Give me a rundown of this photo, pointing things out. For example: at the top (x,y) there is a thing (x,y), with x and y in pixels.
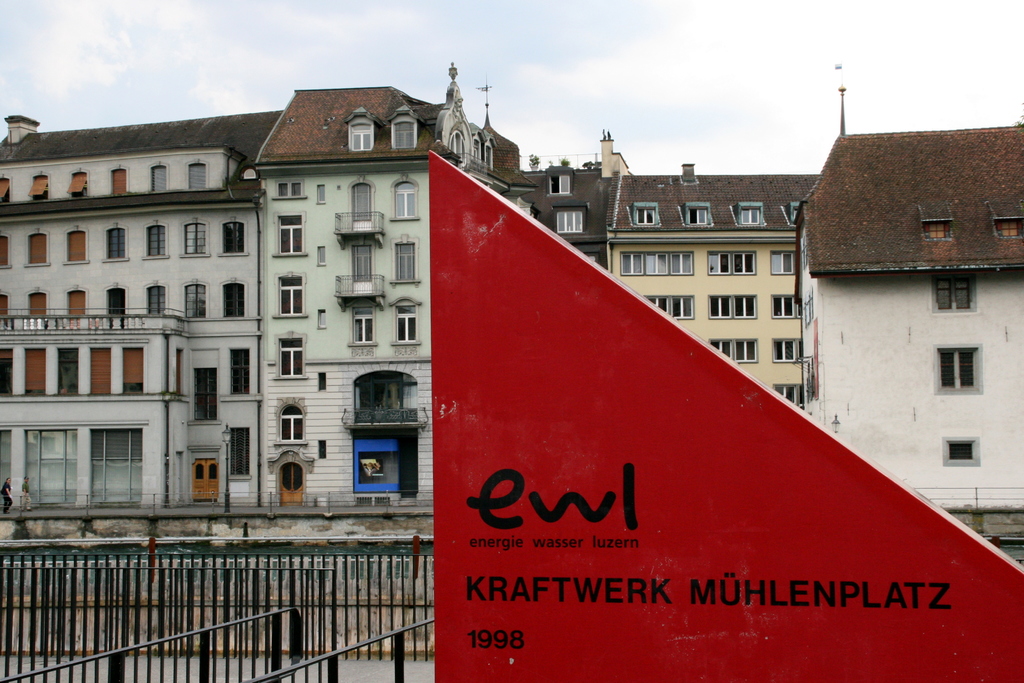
In this image we can see a board (559,572) with some text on it, the barricade (299,632) and a water body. On the backside (408,393) we can see some buildings (188,472) with windows (293,408), a street lamp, some people (6,482) on the pathway (31,513), a fence (60,503) and the sky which looks cloudy.
